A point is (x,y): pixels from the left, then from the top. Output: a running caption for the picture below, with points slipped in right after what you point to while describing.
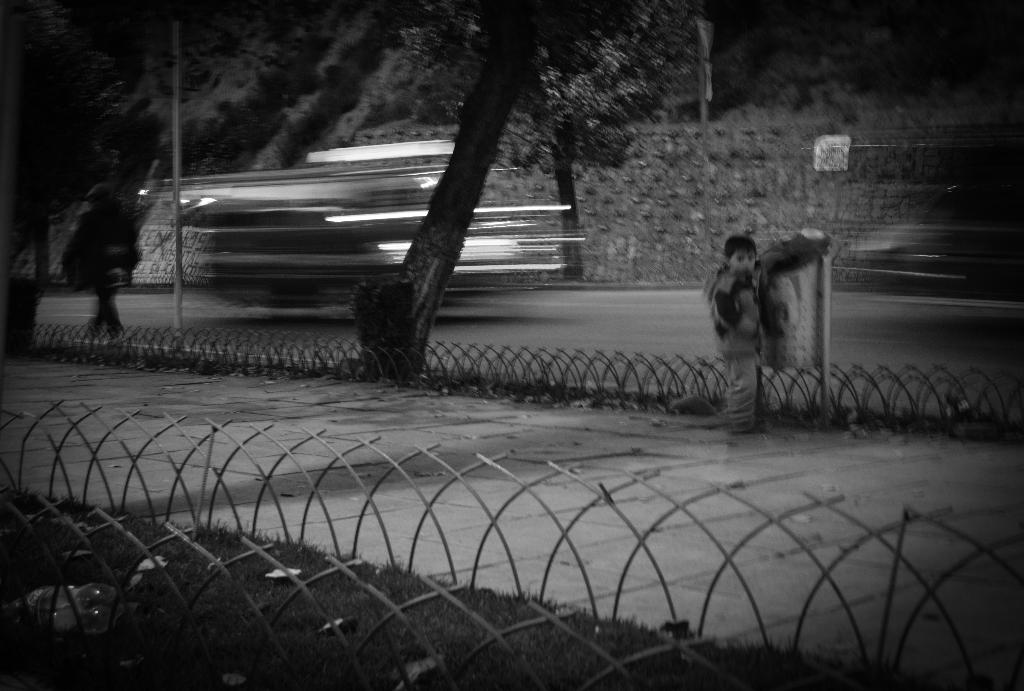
This picture is clicked outside. In the foreground (851,652) we can see the grass (355,569) and the metal rods (342,561). On the right (731,261) there is a kid (737,294) standing on the ground (952,603) and there is a person (94,268) walking on the ground (216,382). In the background (789,152) we can see the wall (752,153) and the trees (569,85) and some other objects (213,252).
